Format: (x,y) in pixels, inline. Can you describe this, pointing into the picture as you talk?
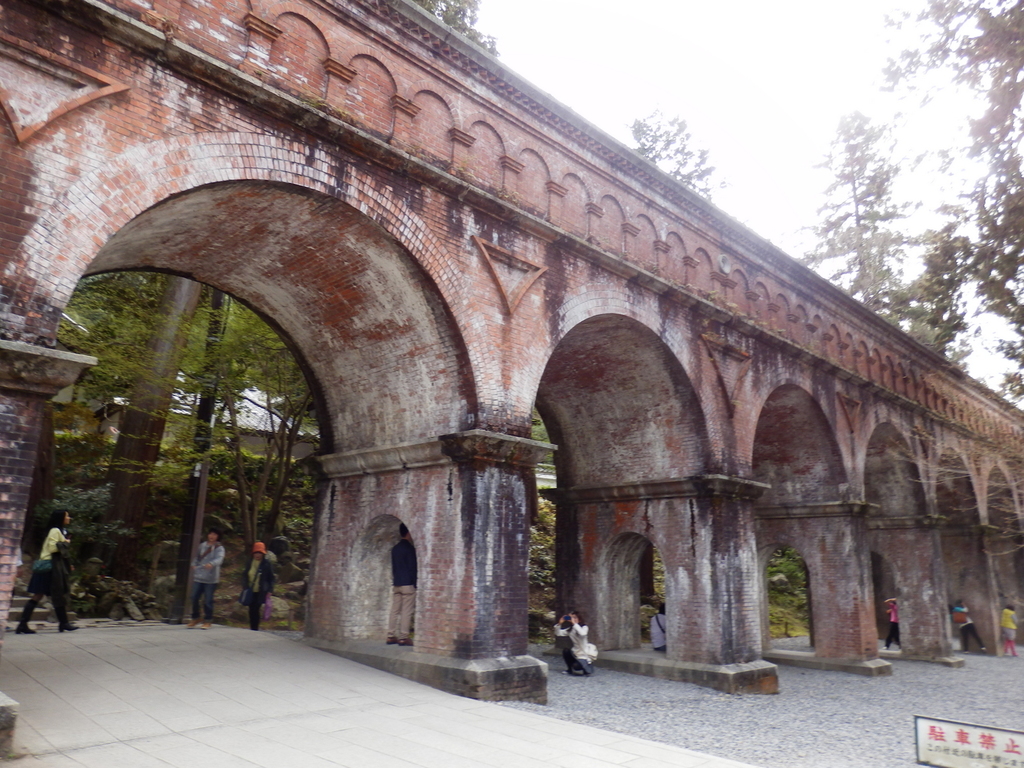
Here we can see a bridge (629,592) with arch (330,547). There are few persons (966,644). Here we can see a board (950,758), pole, and trees (231,446). In the background (758,171) there is sky (760,114).
